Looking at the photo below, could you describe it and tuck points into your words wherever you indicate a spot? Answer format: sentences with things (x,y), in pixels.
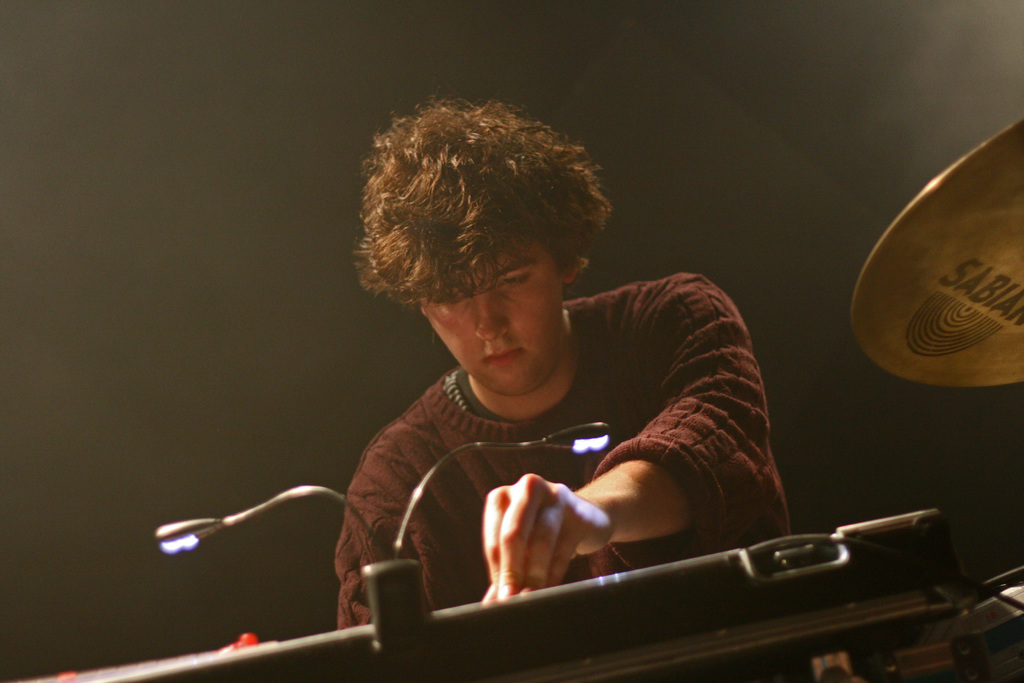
There is a person (414,302) in the center of the image (598,396). There are musical instruments (847,533).
